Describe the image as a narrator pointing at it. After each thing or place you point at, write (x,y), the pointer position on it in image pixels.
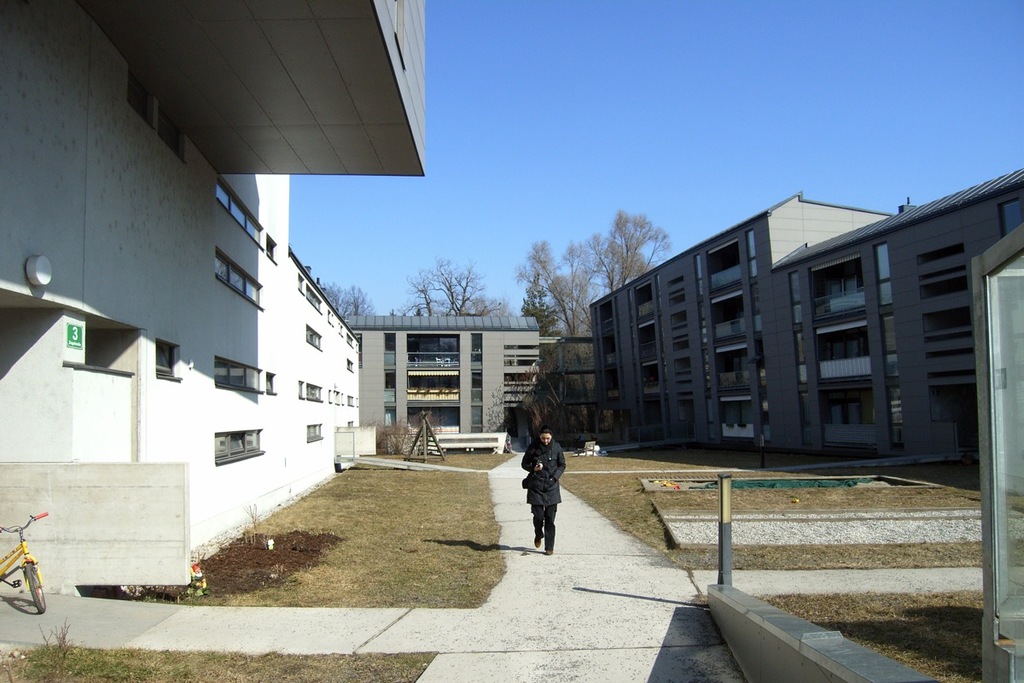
In this image we can see this person (561,464) wearing black dress (533,481) is walking on the pathway (580,637), here we can see a bicycle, we can see the grass (364,568), building (267,445), trees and the sky (716,160) in the background (707,52).
